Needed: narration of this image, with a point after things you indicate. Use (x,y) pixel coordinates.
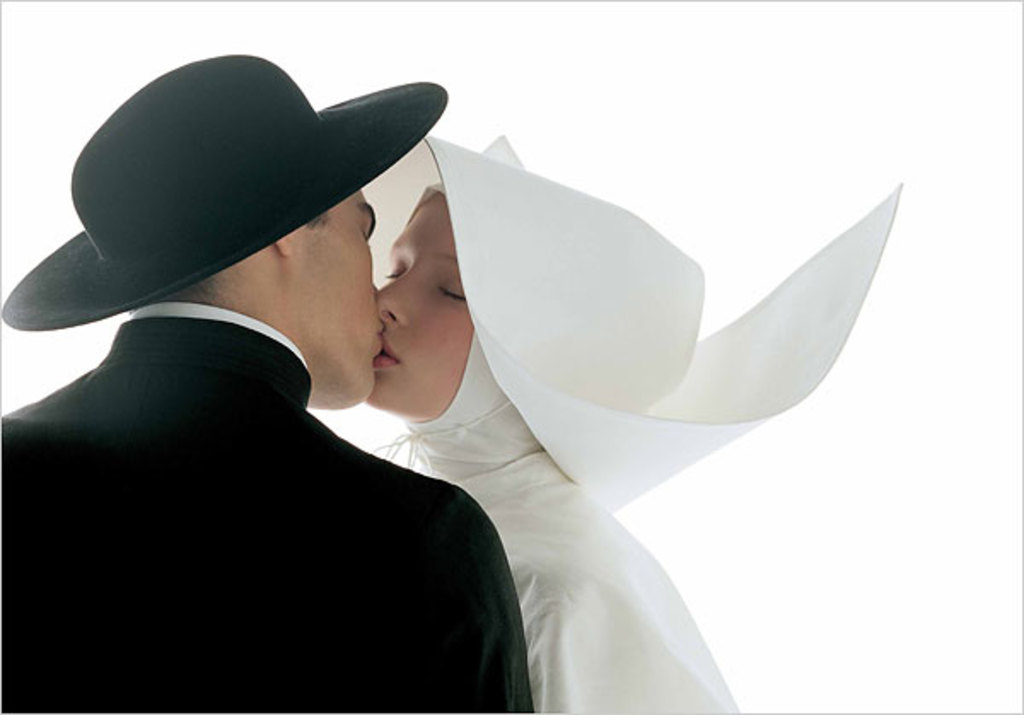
In this picture there is a man (253,620) with black suit (186,614) is standing and kissing the white dress women (541,428). At the back (717,68) there is a white background (940,541).
